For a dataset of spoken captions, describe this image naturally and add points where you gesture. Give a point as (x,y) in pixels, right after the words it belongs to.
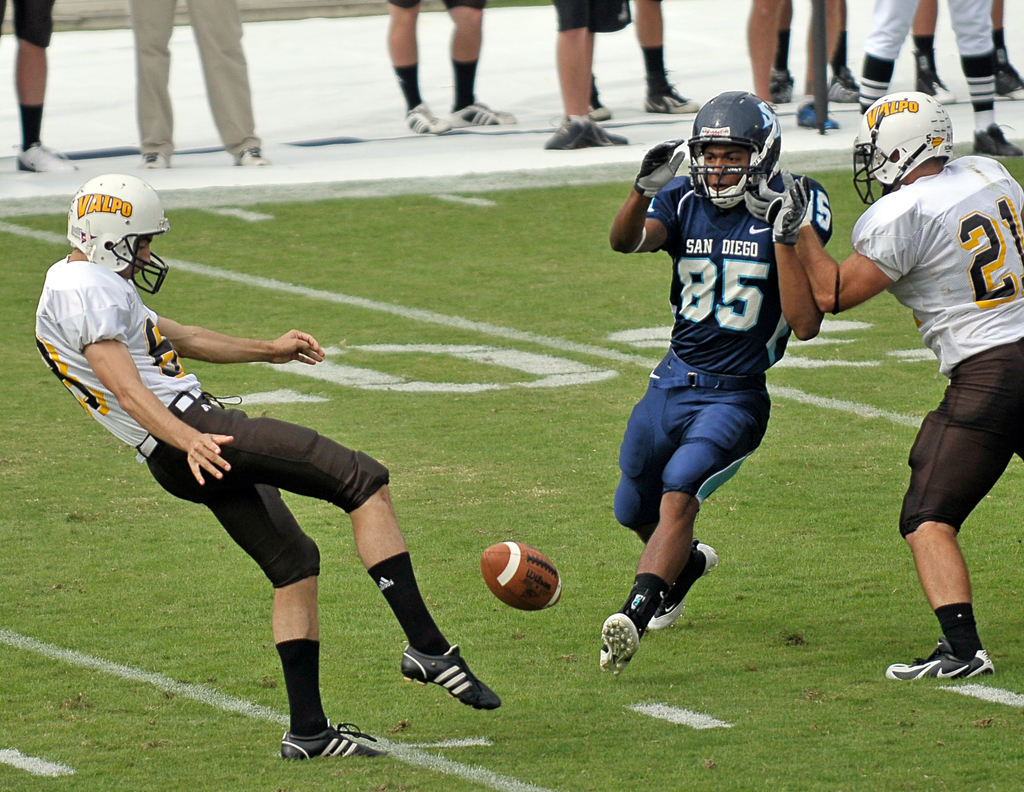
In this image I can see an open grass ground (414,393) and on it I can see three persons (681,428) are playing football. I can also see all of them are wearing sports jerseys (869,249), helmets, shoes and two of them are wearing gloves (799,223). I can also see something is written on their jerseys (957,226). On the bottom side of the image (526,553) I can see a brown colour ball (492,581) in the air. On the top side of the image (154,5) I can see number of people (868,41) are standing.
